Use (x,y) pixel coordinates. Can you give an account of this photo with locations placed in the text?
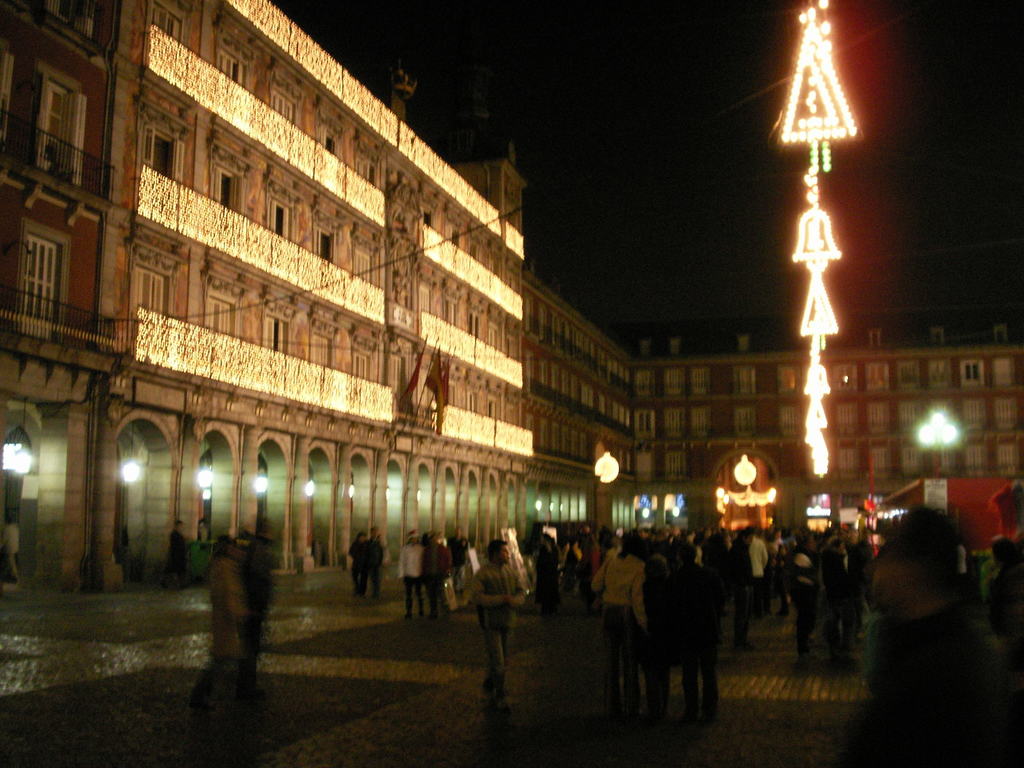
In this image, there is a floor (329,666), there are some people (712,647) walking, at the left side (179,437) there is a building (127,379) and there are some lights (519,439).
